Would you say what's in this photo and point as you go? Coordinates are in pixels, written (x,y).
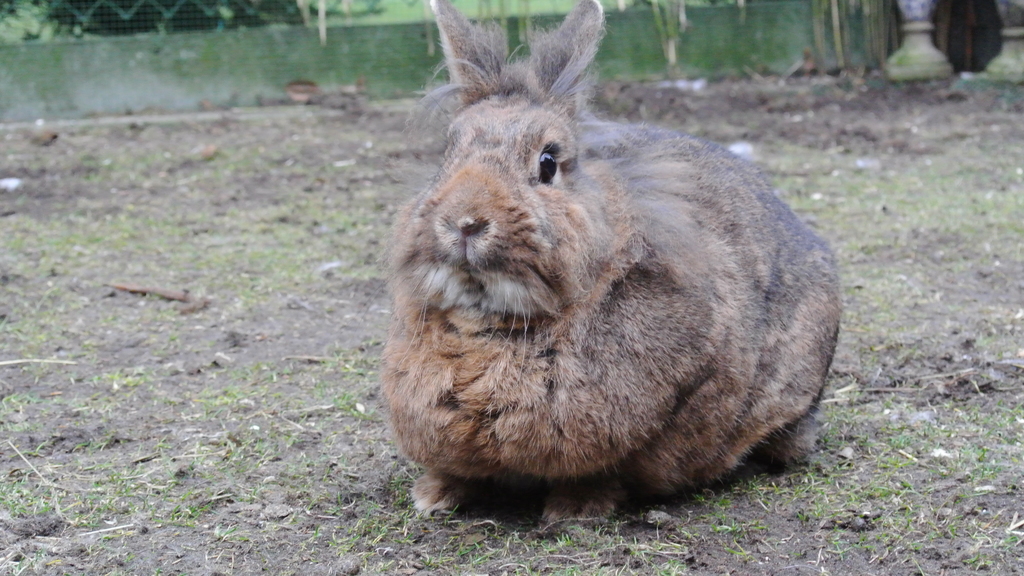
In the background (730,66) there is the fence (676,40). On the ground (828,93) we can see a rabbit (780,297).
